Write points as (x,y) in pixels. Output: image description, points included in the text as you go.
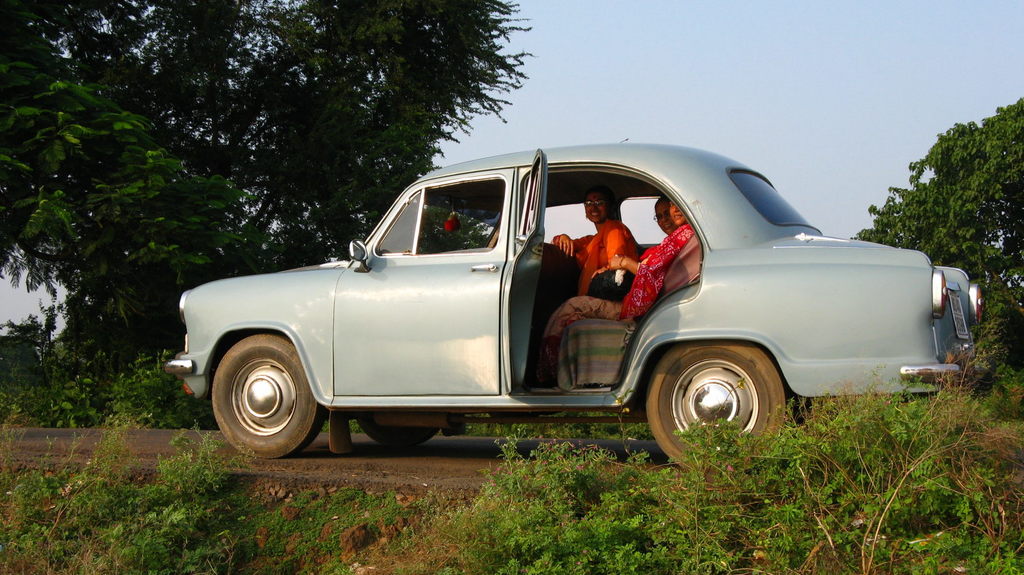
In this image there is a car (514,191), inside a car (452,269) there are group of person (616,257) sitting and smiling, and at the back ground (566,227) there are plants (493,509), grass (125,499), trees (417,59), sky (479,152).
